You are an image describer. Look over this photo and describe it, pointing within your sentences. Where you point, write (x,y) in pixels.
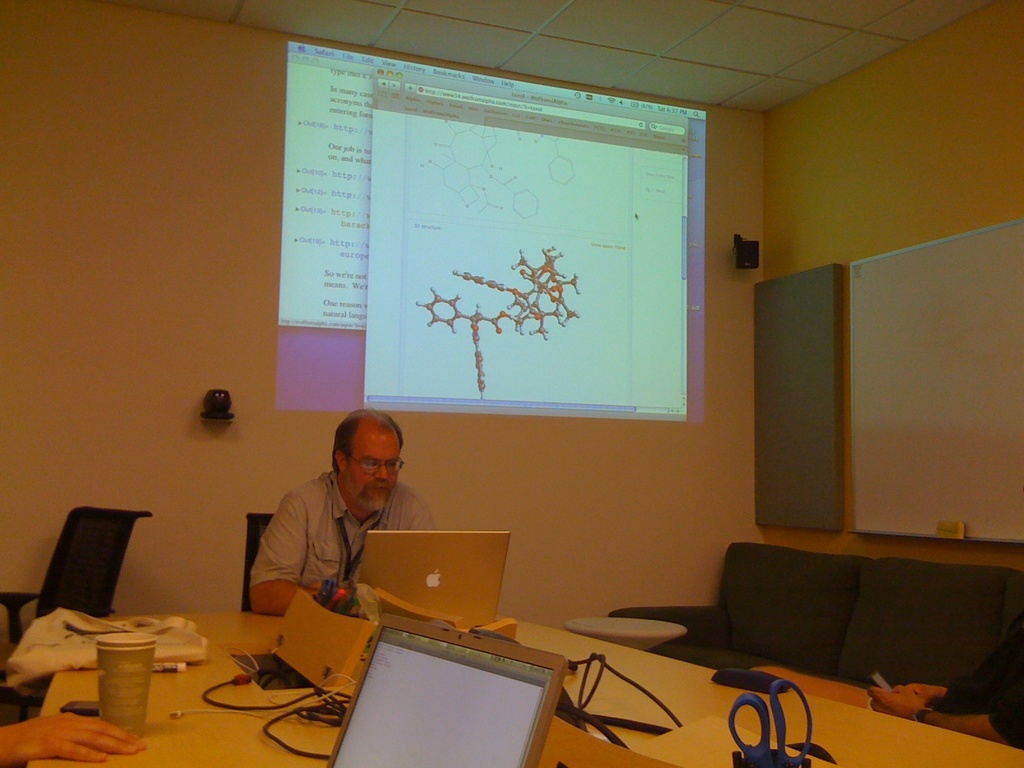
On the background (481,131) we can see a screen (478,244), speaker (741,258), whiteboard (918,381) with duster (947,536). We can see few empty chairs (87,608) and a table (286,721). We can see one man (389,500), he wore spectacles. Sitting on a chair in front of a table (702,698) and on the table (674,695) we can see scissors (780,729), laptops (373,718), glass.
